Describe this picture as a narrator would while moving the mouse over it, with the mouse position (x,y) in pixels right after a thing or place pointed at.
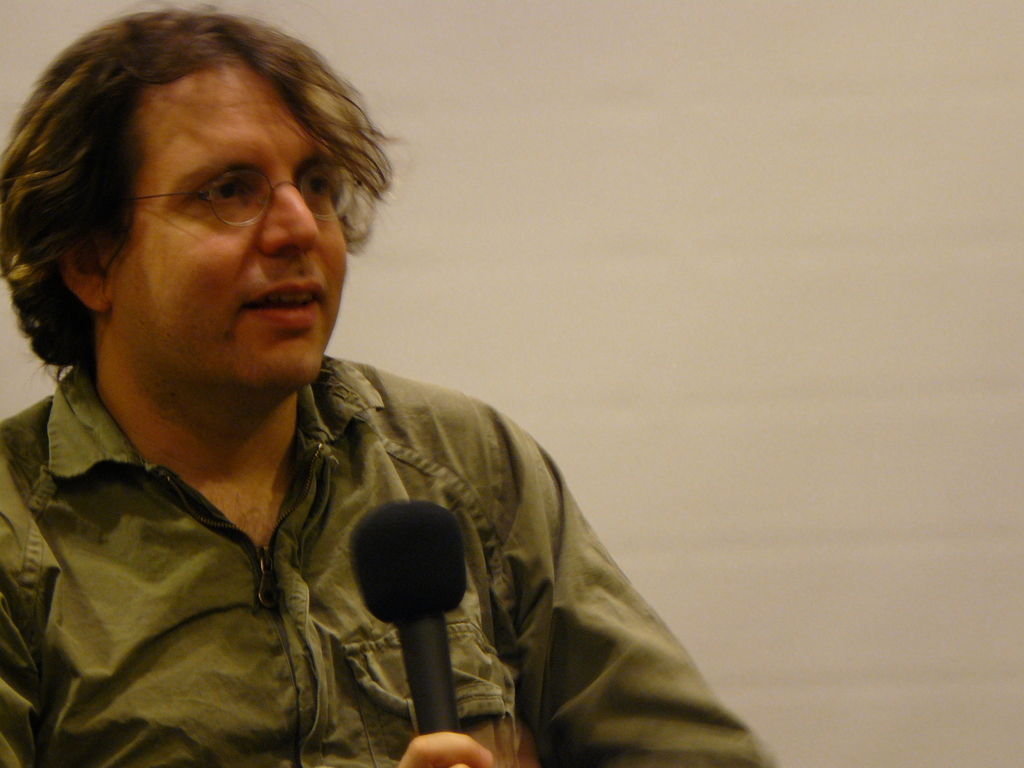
In this image there is a person (171,559). He is holding a mike (438,726) in his hand (459,748). He is wearing spectacles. Background (993,528) there is a wall (711,506).
